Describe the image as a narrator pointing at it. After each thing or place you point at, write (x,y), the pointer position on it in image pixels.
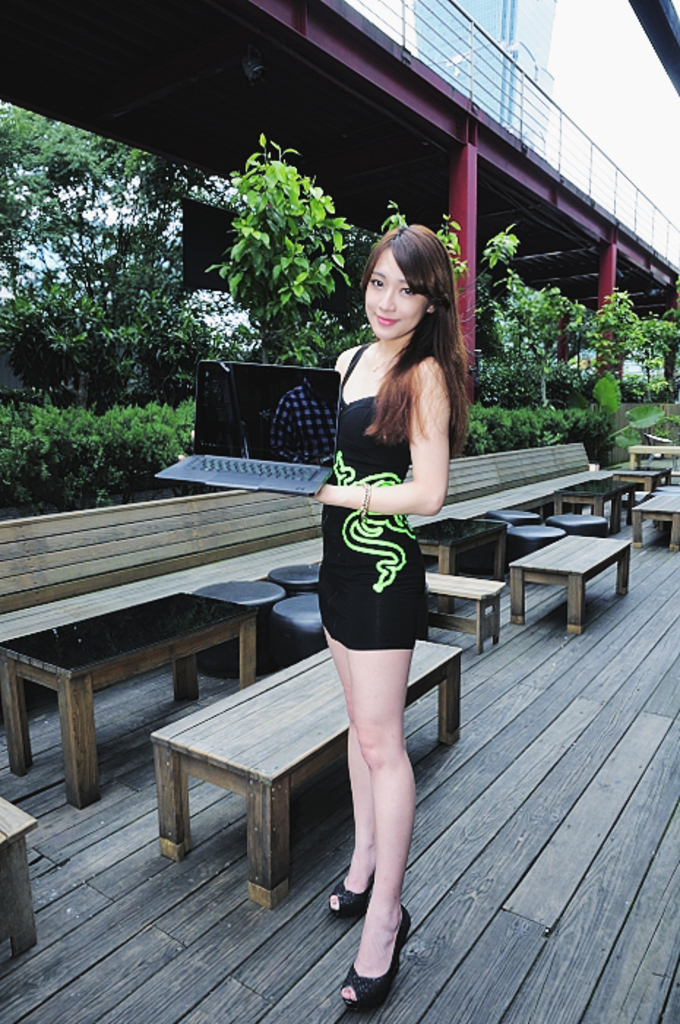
A lady (356,514) is holding a laptop (216,458). There are tables (104,629), benches (282,714), stools (277,586), In the background (564,406) there are bushes (188,365) and trees (163,229). Above there is a bridge (424,129) with pillars (468,254).
